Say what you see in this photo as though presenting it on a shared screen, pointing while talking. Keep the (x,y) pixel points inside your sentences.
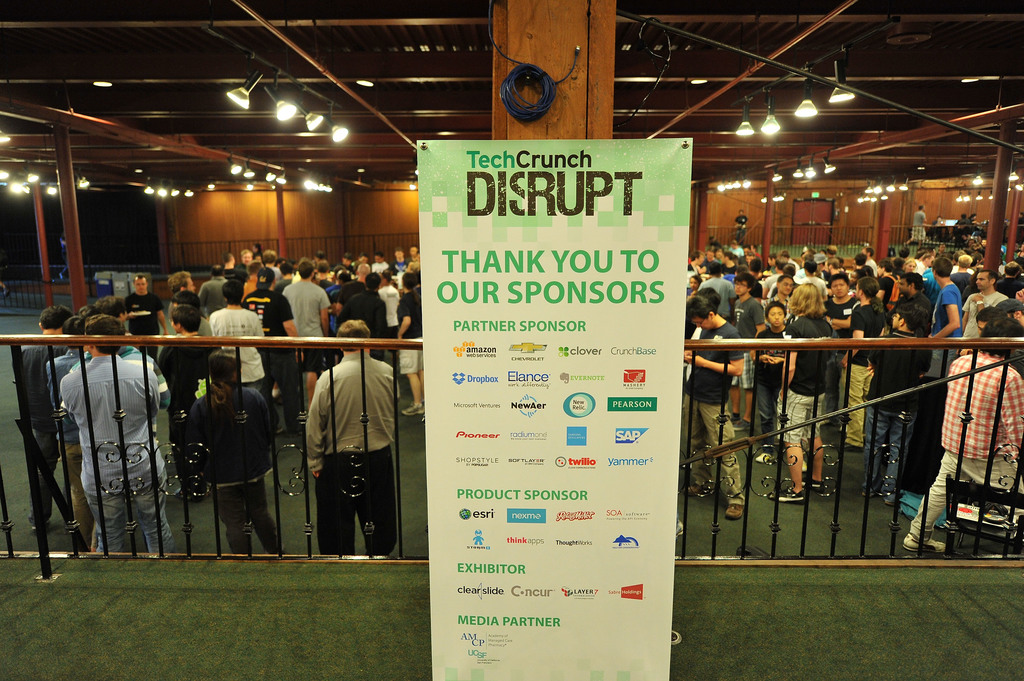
In this image a group of people (826,308) are standing under a big hall (318,142). A few lights (282,114) are glowing, an information object (443,168) is placed in the center of the image (628,407).
